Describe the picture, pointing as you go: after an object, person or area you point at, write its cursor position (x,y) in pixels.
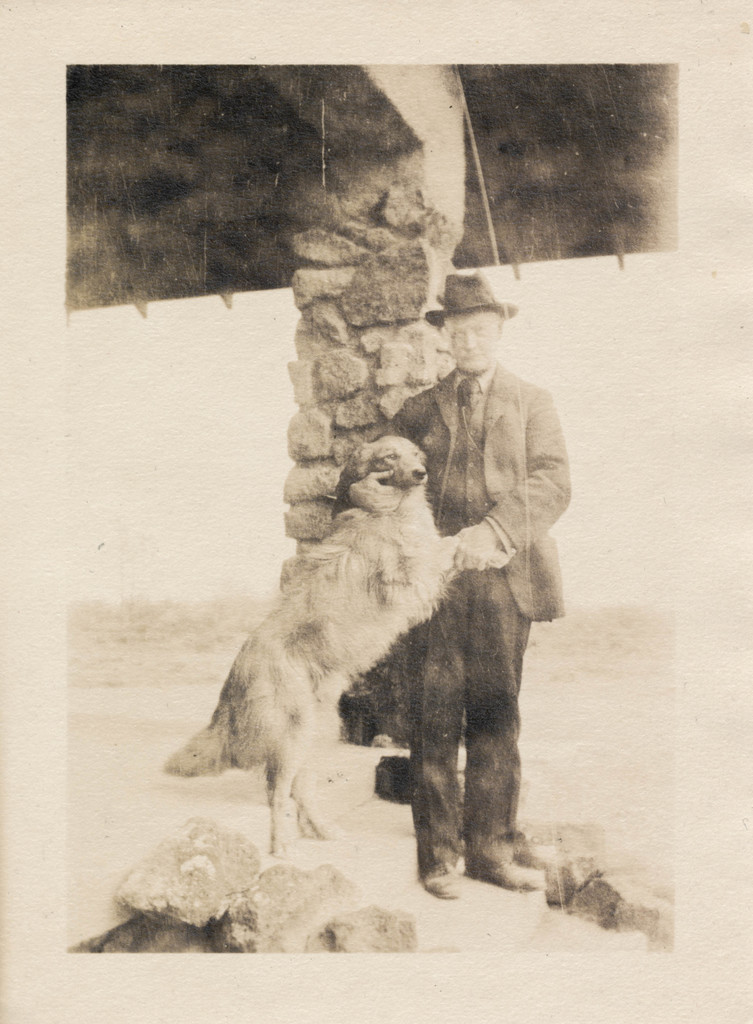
In this image I can see an old photograph in which I can see a person (423,640) standing and holding a dog (308,607) and few rocks (151,885) on the ground (402,882). In the background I can see a wall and few trees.
